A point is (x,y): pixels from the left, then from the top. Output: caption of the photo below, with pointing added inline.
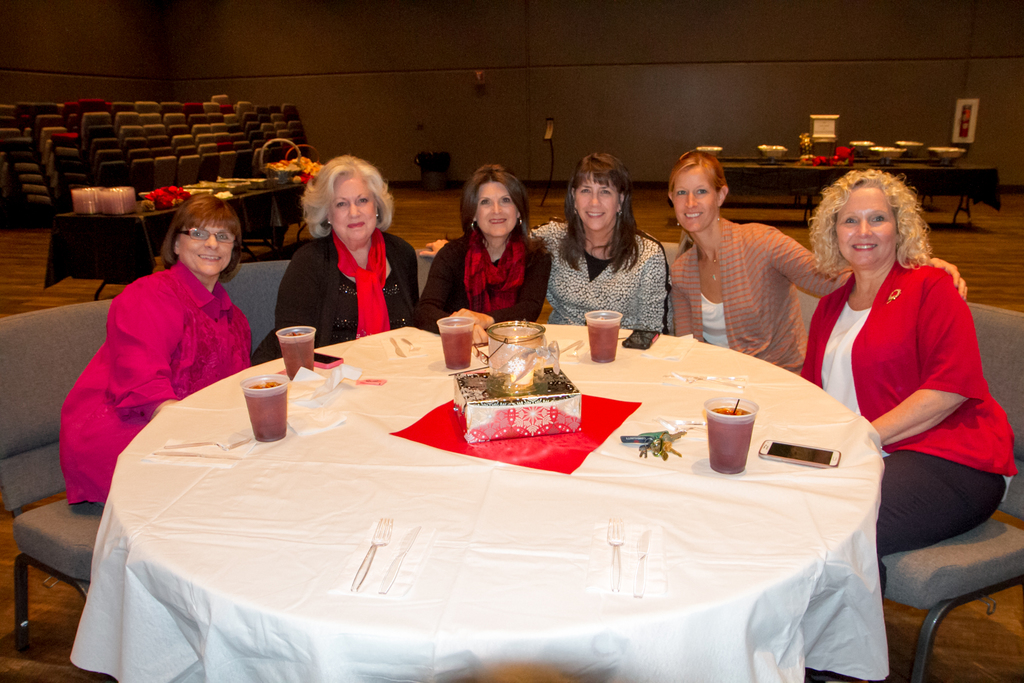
In this image I see 6 women (134,379) sitting on the chairs (1022,472) and all of them are smiling and there is a table (218,409) in front of them and there are glasses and few phones (650,335) on it. In the background (32,146) I see the chairs (194,104) and 2 tables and few things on it.
